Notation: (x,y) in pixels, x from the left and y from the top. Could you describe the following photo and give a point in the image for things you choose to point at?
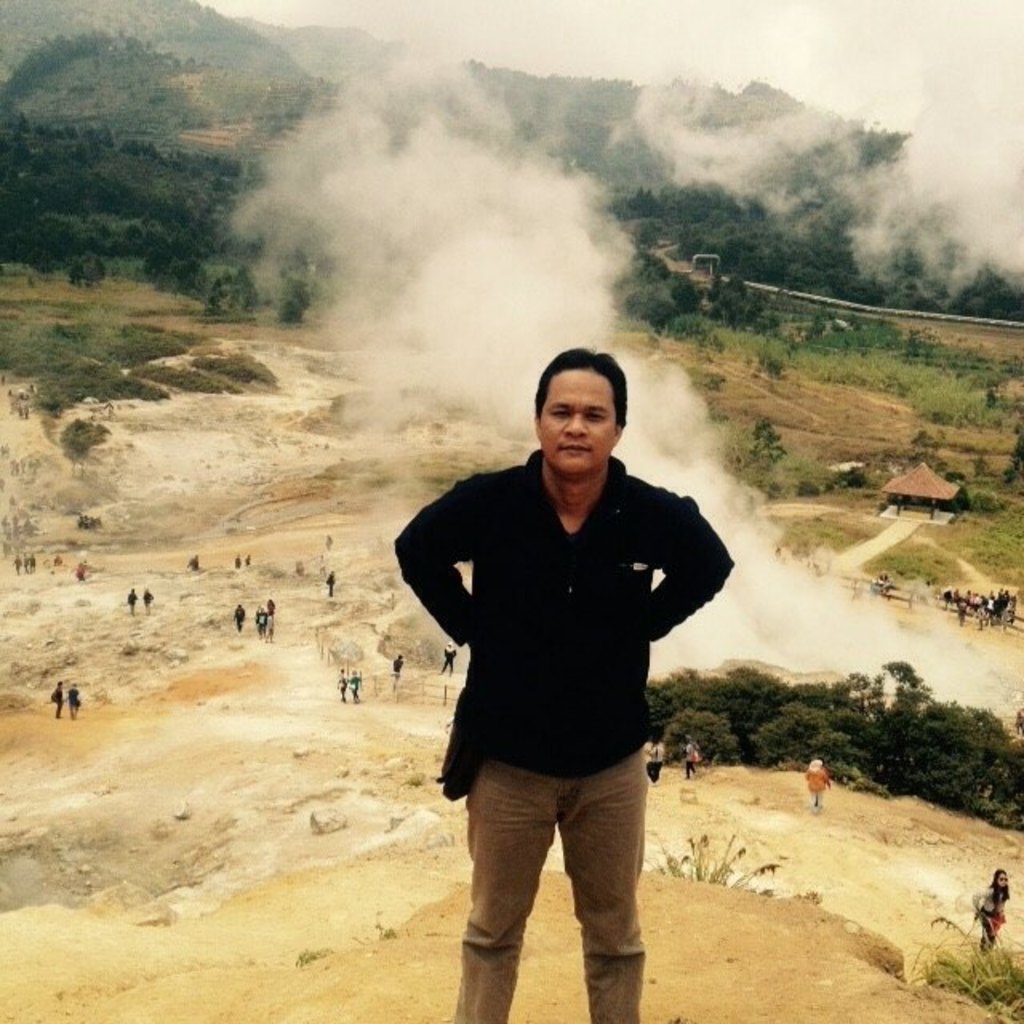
In this image I can see a man (552,507) is standing and I can see he is wearing black and brown dress (524,710). In the background (77,426) I can see number of trees (994,779), smoke (521,352) and I can see number of people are standing.
